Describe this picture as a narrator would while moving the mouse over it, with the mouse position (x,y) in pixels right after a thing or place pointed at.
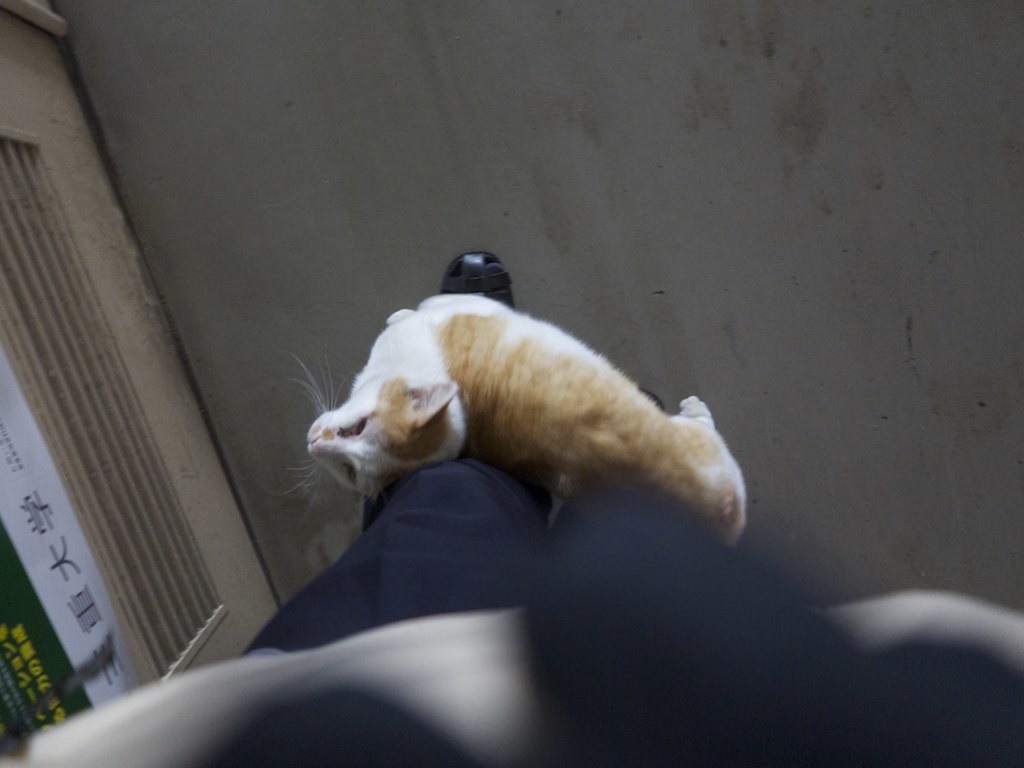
In this image I can see a person's legs (487,508) and a cat (511,399) on the floor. Here I can see something written on an object (39,610).
